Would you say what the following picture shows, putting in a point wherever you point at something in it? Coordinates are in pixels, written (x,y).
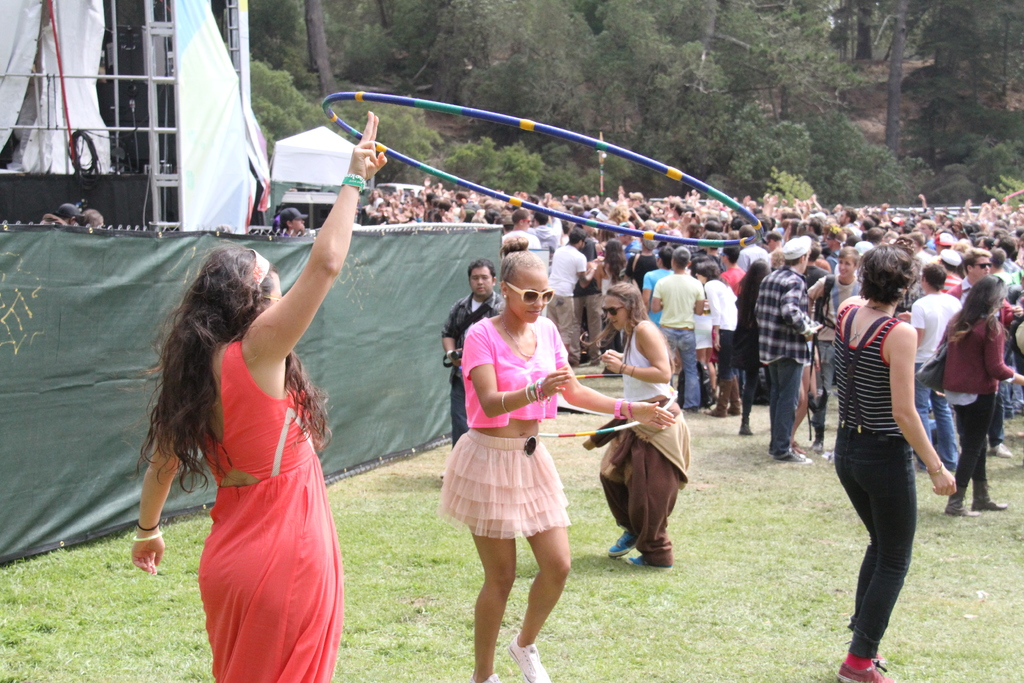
In this image I can see group of people (673,449) standing. In front (253,519) the person (263,494) is wearing red color dress (259,535) and holding the ring (626,152) and I can see few clothes (237,100) in white color, background (801,90) the trees (258,112) are in green color.
